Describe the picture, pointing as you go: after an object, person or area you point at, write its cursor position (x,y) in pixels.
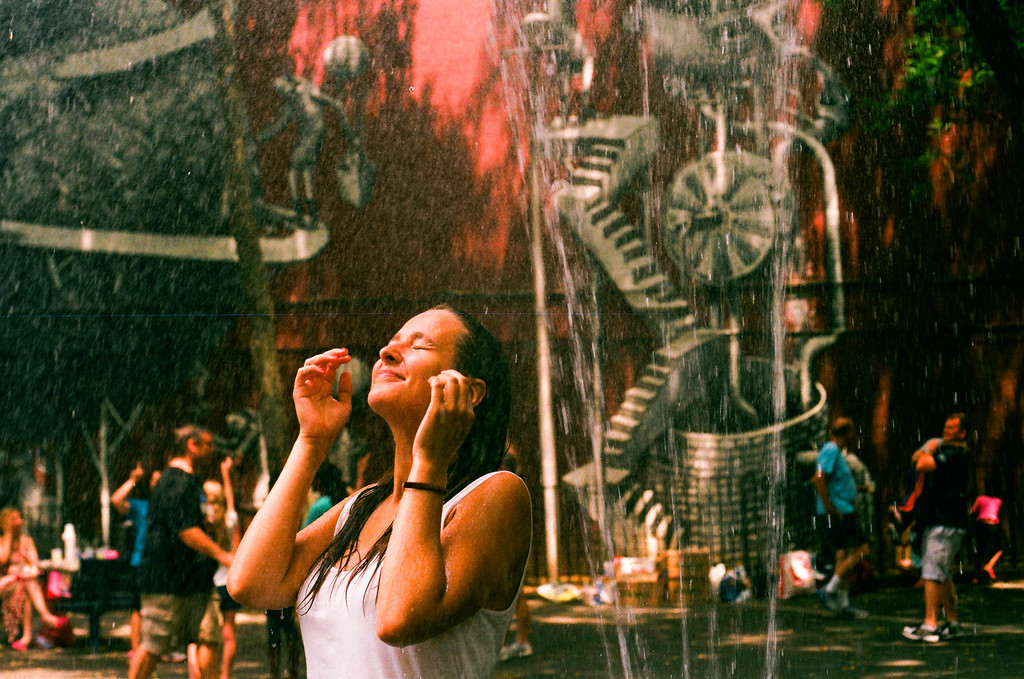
In the image we can see a woman (363,604) wearing clothes (386,577) and she is smiling. Around her there are many other people (158,510) walking and some of them are standing and the background (719,508) is blurred. We can even see it's raining.
